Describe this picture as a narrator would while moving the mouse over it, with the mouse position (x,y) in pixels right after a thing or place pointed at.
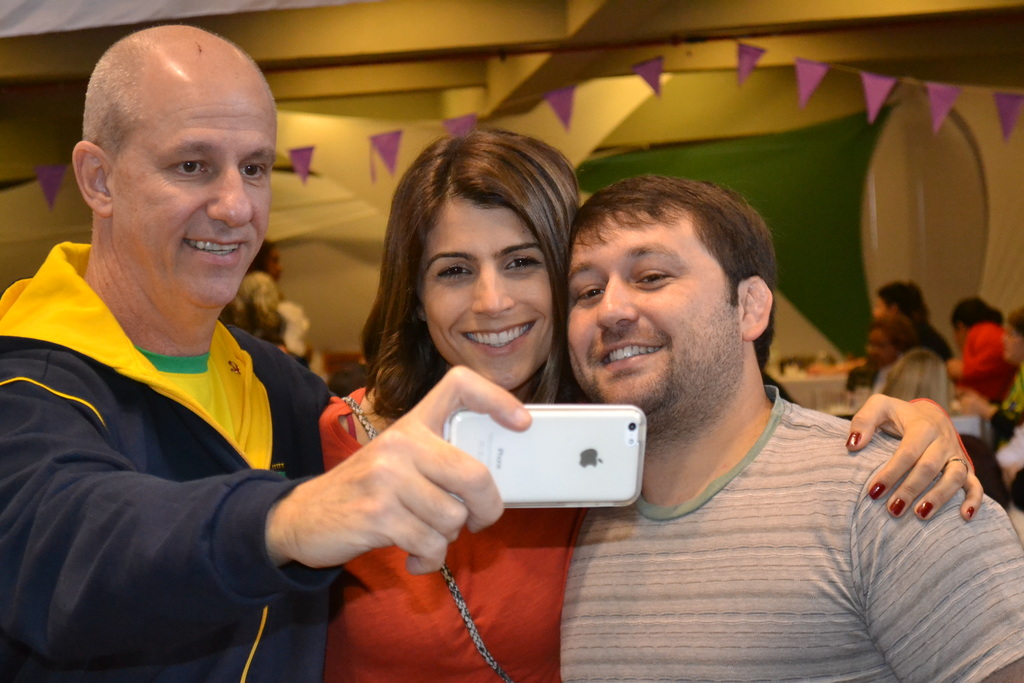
This picture show three people (64,589) and a man (141,58) holding a phone (599,410) in his hand (480,522) and taking a picture.
